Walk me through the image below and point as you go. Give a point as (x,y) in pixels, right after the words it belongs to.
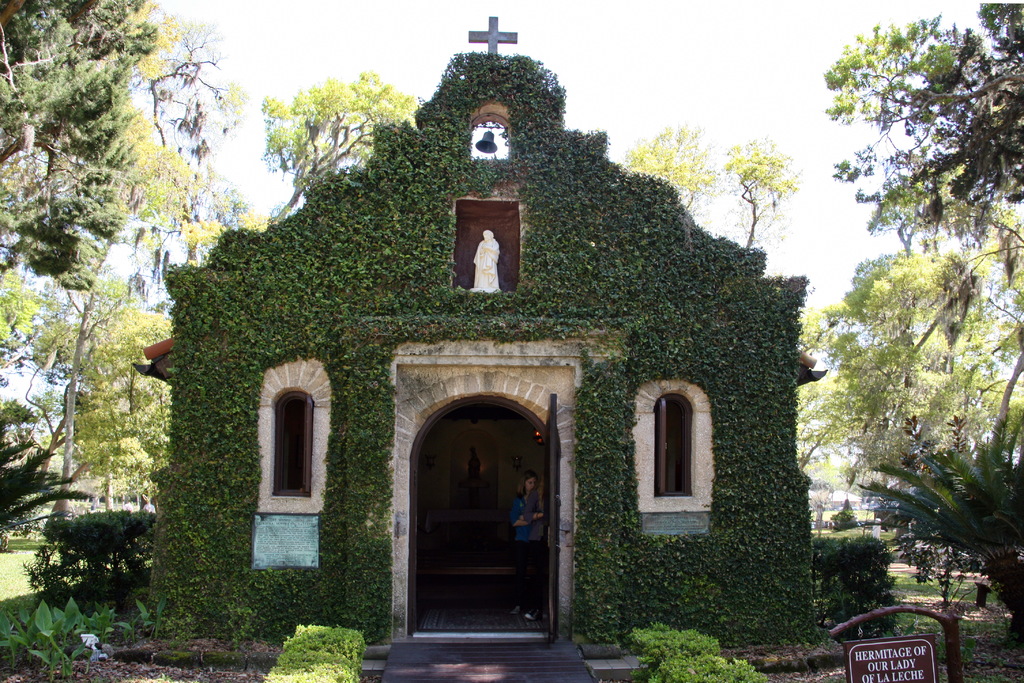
In this picture we can see the sky (652,65), a holy church (680,262), bell (490,135), sculpture (480,285). On the top of a church (514,63) we can see the cross symbol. We can see the creeper plants (319,353), door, windows (688,471), green grass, trees (989,344), plants (1008,432), a board (907,673). We can see the people (529,519) and the lights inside the church (430,478).
